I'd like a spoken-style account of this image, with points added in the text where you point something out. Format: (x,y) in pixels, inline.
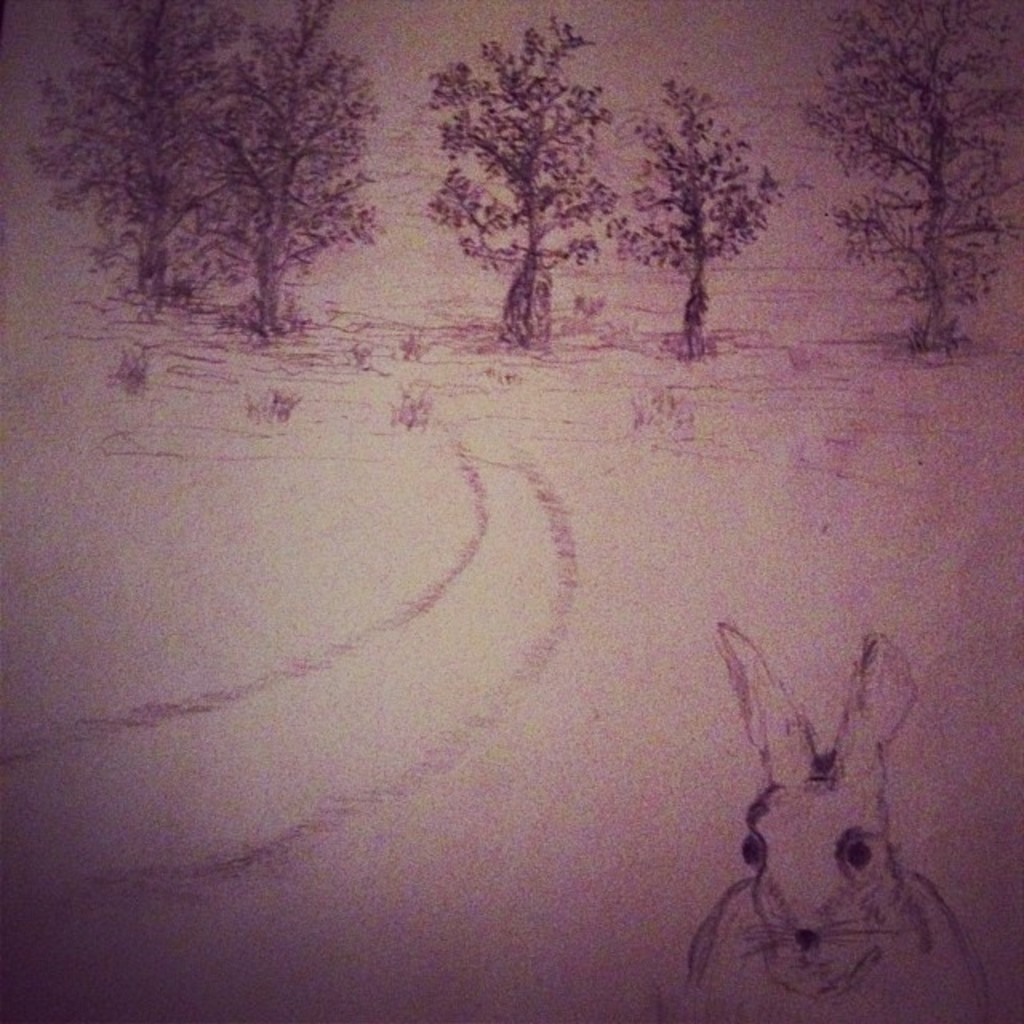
In this image there is an art (408,460) of a tree (693,253) and rabbit (781,871).
